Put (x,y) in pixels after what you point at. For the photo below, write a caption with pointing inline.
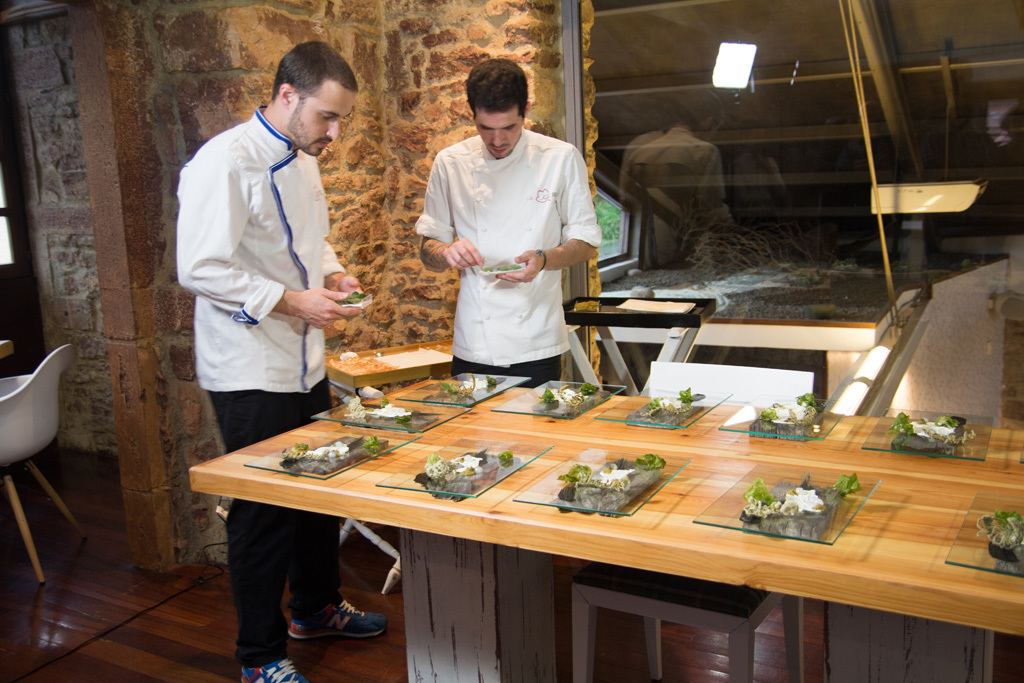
In this image I see 2 men (551,192) who are standing and they are holding something in their hands (546,264). I can see a table (202,471) over here and there are lot of things (952,415) on it. In the background (189,460) I see the wall (136,361), glass (836,395) and a chair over here.
